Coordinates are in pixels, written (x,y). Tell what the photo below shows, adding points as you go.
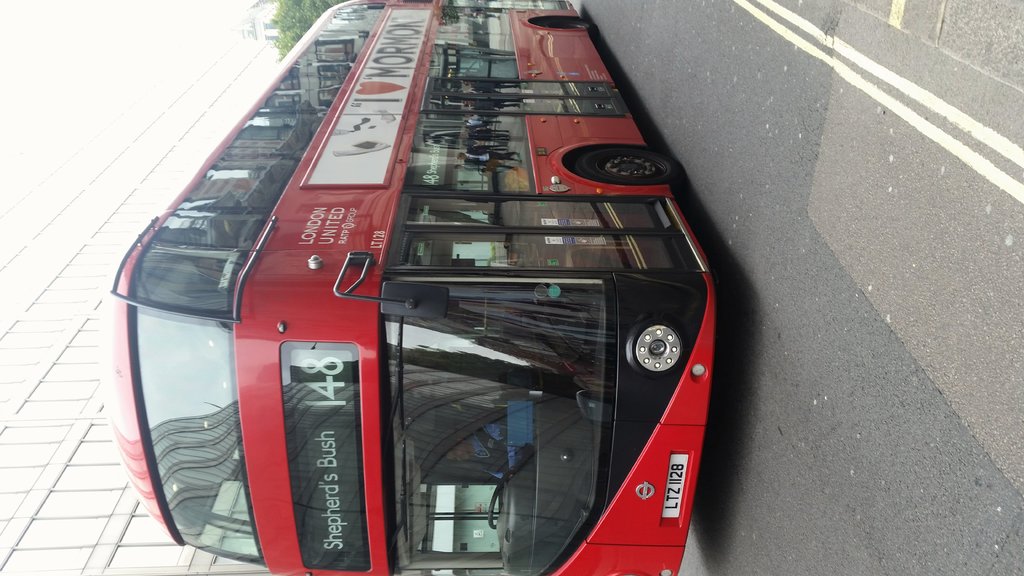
In the center of the image (598,353) there is a red color bus (631,268) on the road (807,236). To the left side of the image (55,466) there is a building (56,330). There is a tree (280,29).
